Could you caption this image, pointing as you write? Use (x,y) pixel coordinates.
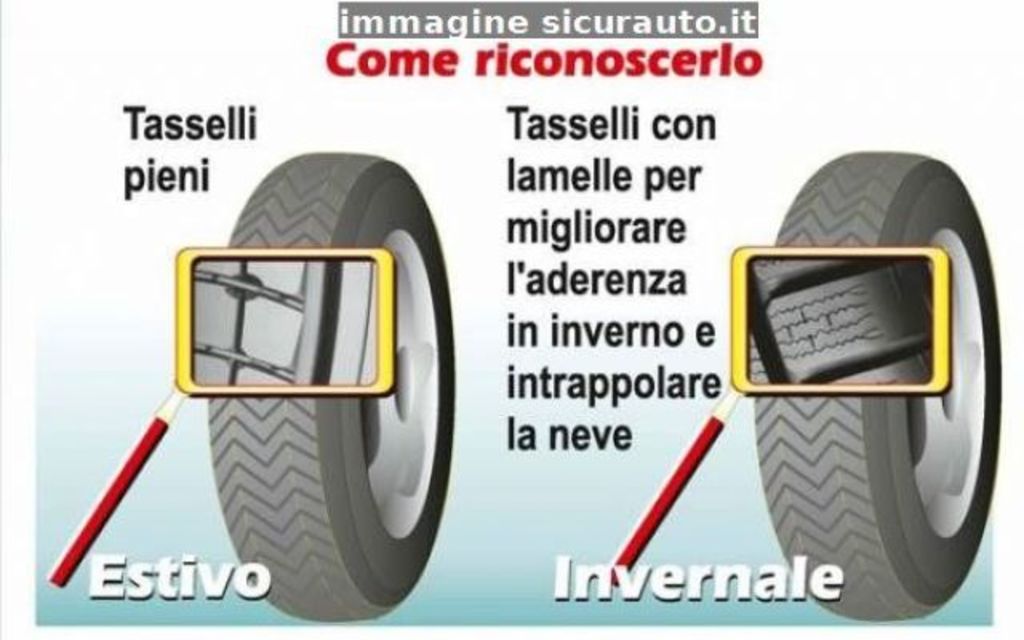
There is a poster (631,125) in which, there are magnifying glasses (199,316) attached to the sticks (665,486), there are wheels (362,539) and there are texts (714,33).
